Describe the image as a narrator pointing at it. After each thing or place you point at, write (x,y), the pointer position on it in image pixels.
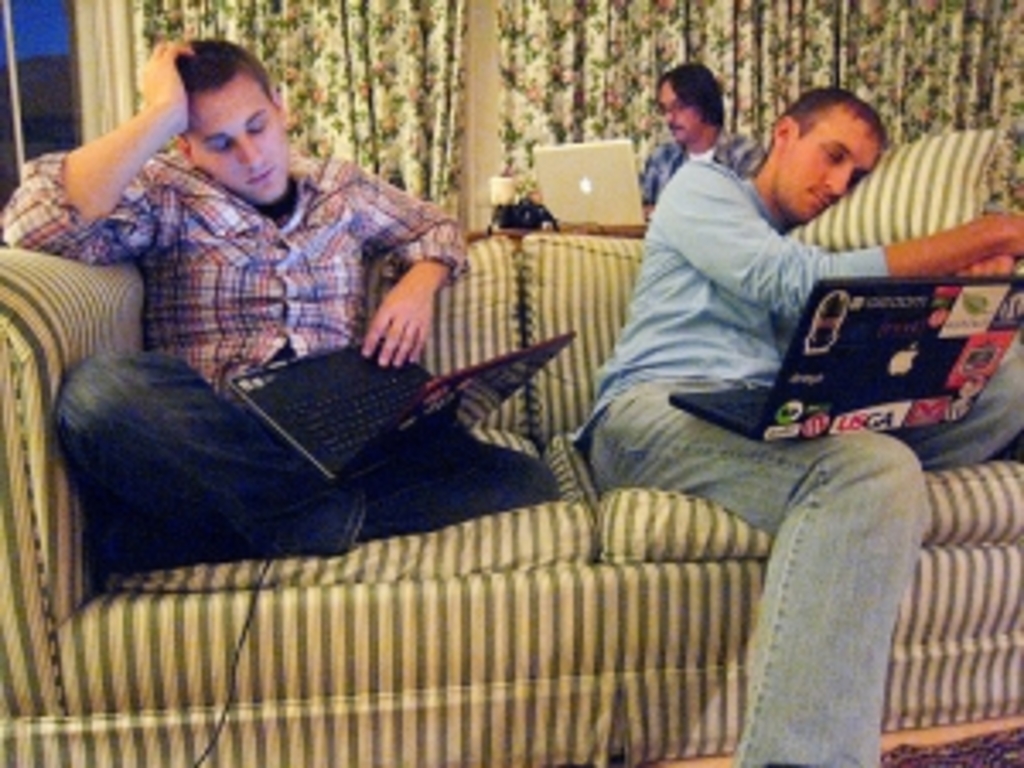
2 people (187,327) are sitting on the sofa (439,533) holding laptops (812,326). behind them another person (677,143) is sitting operating a laptop (570,196). behind them there are curtains (559,59).
